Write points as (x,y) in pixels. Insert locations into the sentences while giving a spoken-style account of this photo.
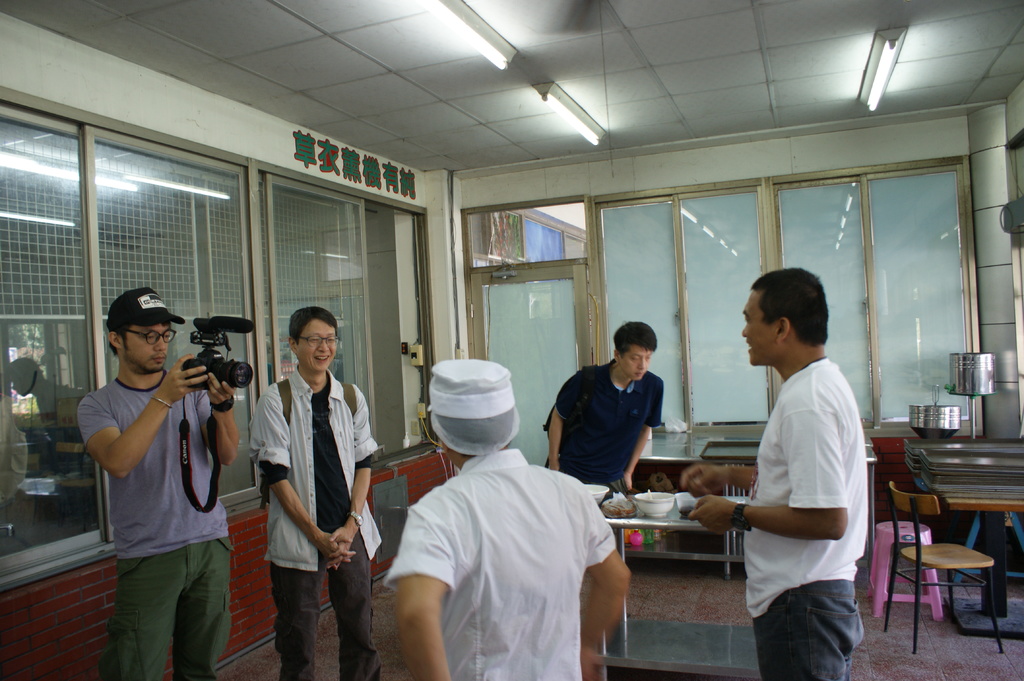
In this image i can see group of people (286,495) standing, the person (174,405) standing here holding a camera (228,362), the person (313,399) standing here wearing a bag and smiling, at the back ground (350,308) i can see a glass window (647,234), at the top (562,106) i can see a bulb (562,106).
